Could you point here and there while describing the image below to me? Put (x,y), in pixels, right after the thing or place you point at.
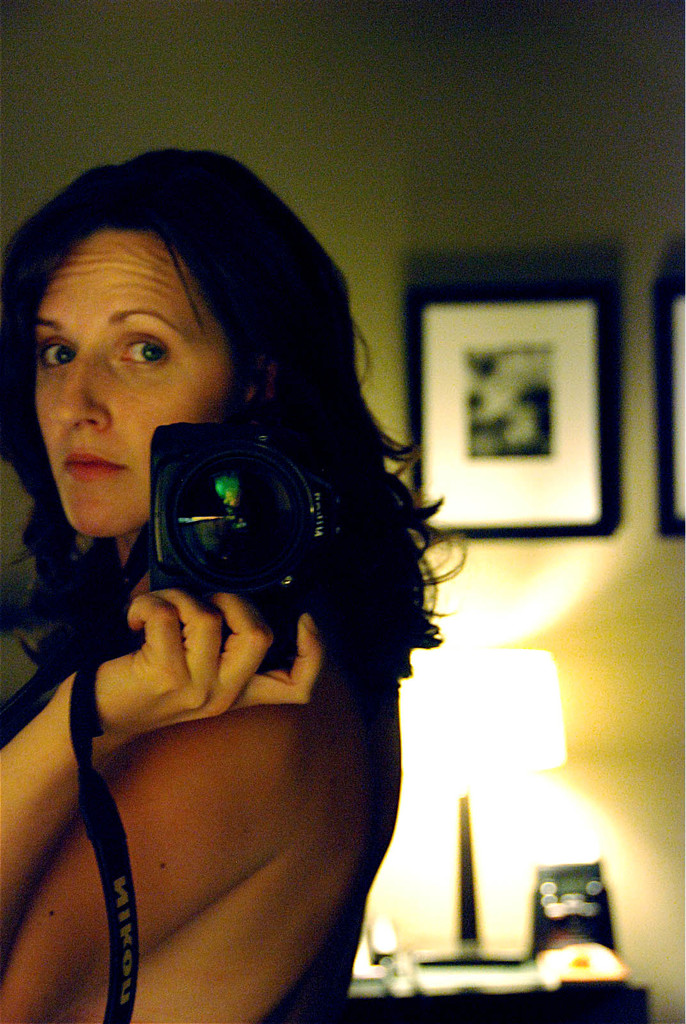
She is standing and she is holding a camera (195,587). We can see the background (489,702) photo frame (470,503) and lamp (501,740).
